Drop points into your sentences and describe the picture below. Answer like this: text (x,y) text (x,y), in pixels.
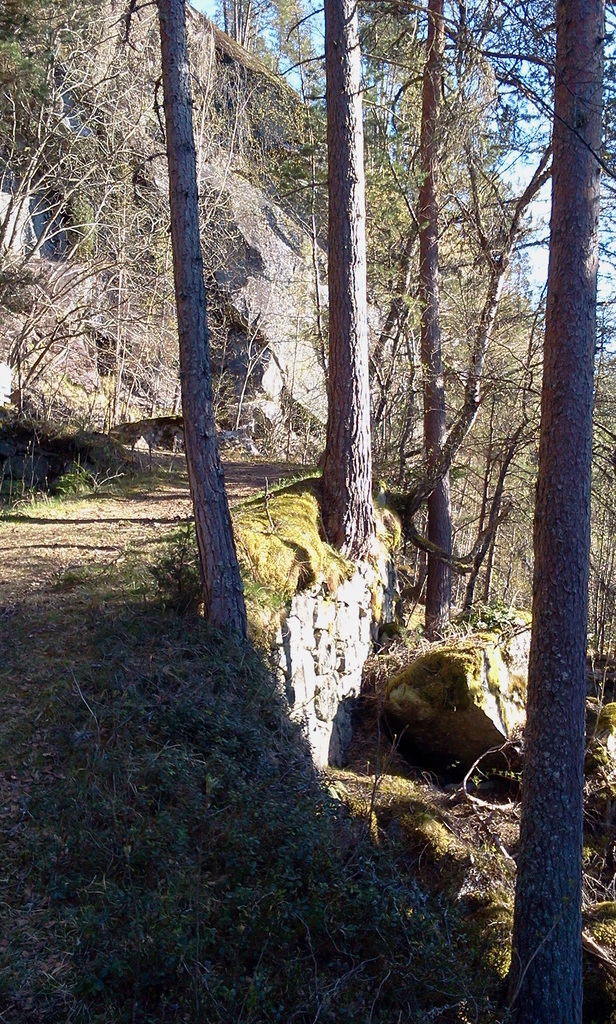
In this image we can see the trunk (554,308) of trees (328,322) on the right side (564,339). Here we can see the walkway (37,789) on the left side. In the background (72,161), we can see the rock (302,228) and trees (491,223).
